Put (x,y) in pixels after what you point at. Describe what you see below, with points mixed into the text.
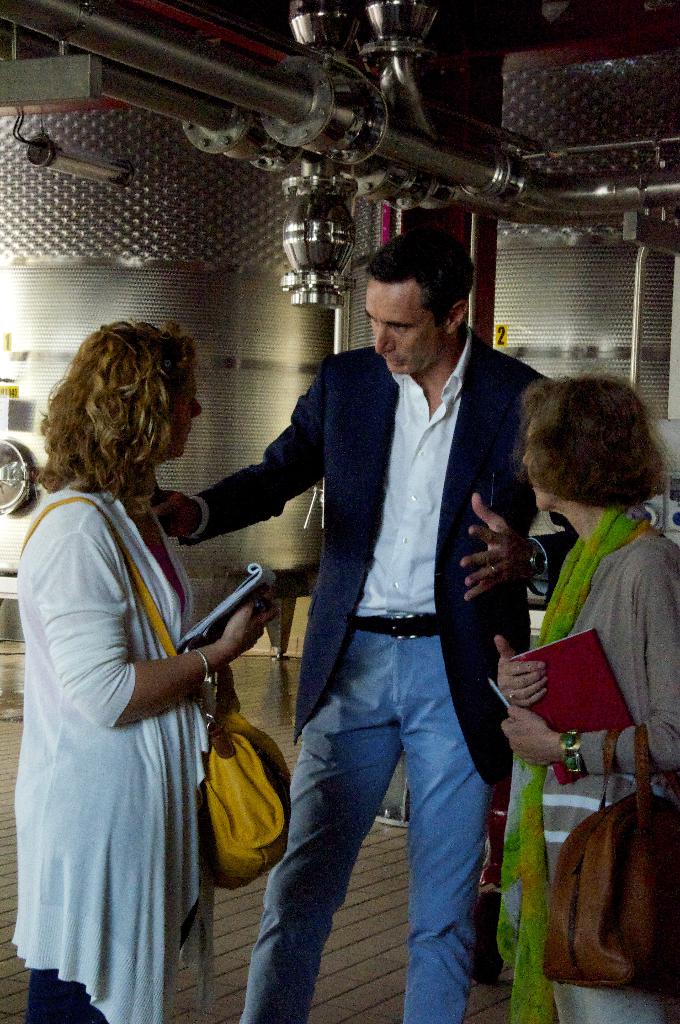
In this image I can see three people (423,498) standing. In front (583,890) the woman (126,589) is holding bag (587,838) and book (569,714). Back Side I can see machine (162,180) and a steel pole (179,111).
